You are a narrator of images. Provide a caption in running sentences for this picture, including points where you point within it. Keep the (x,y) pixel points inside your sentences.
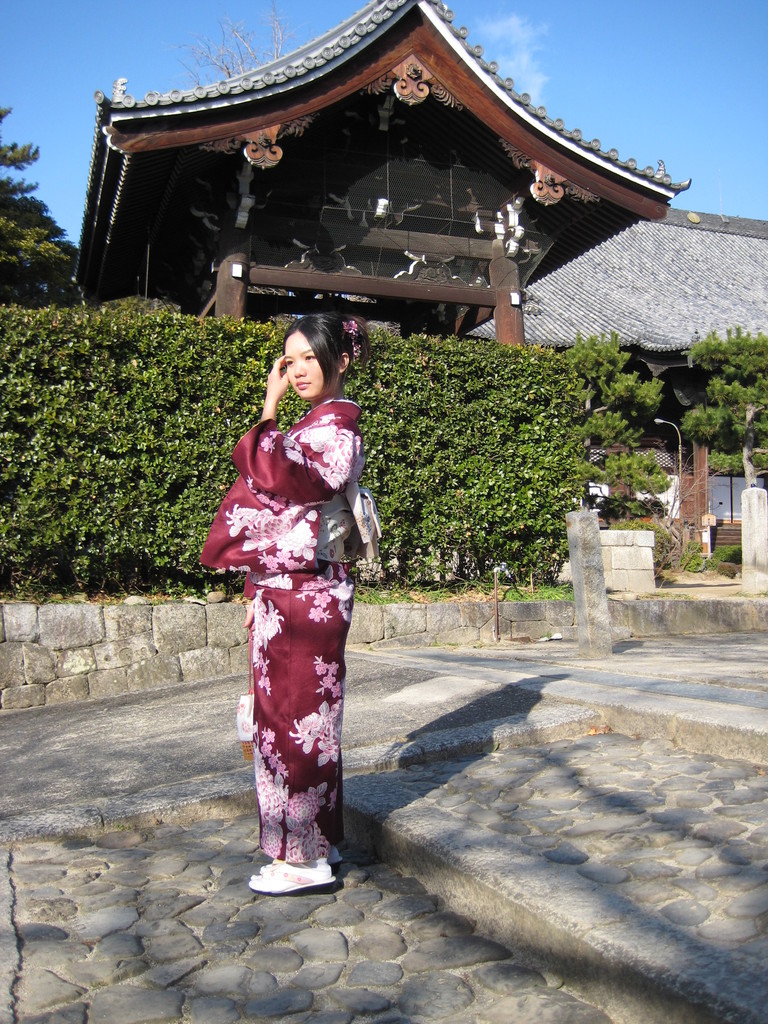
In this picture there is a Chinese girl (306,545) wearing red dress (284,674) standing on the cobble stones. Behind there are some green plants (419,413). In the background (385,129) there is a roofing tile house (432,212).
